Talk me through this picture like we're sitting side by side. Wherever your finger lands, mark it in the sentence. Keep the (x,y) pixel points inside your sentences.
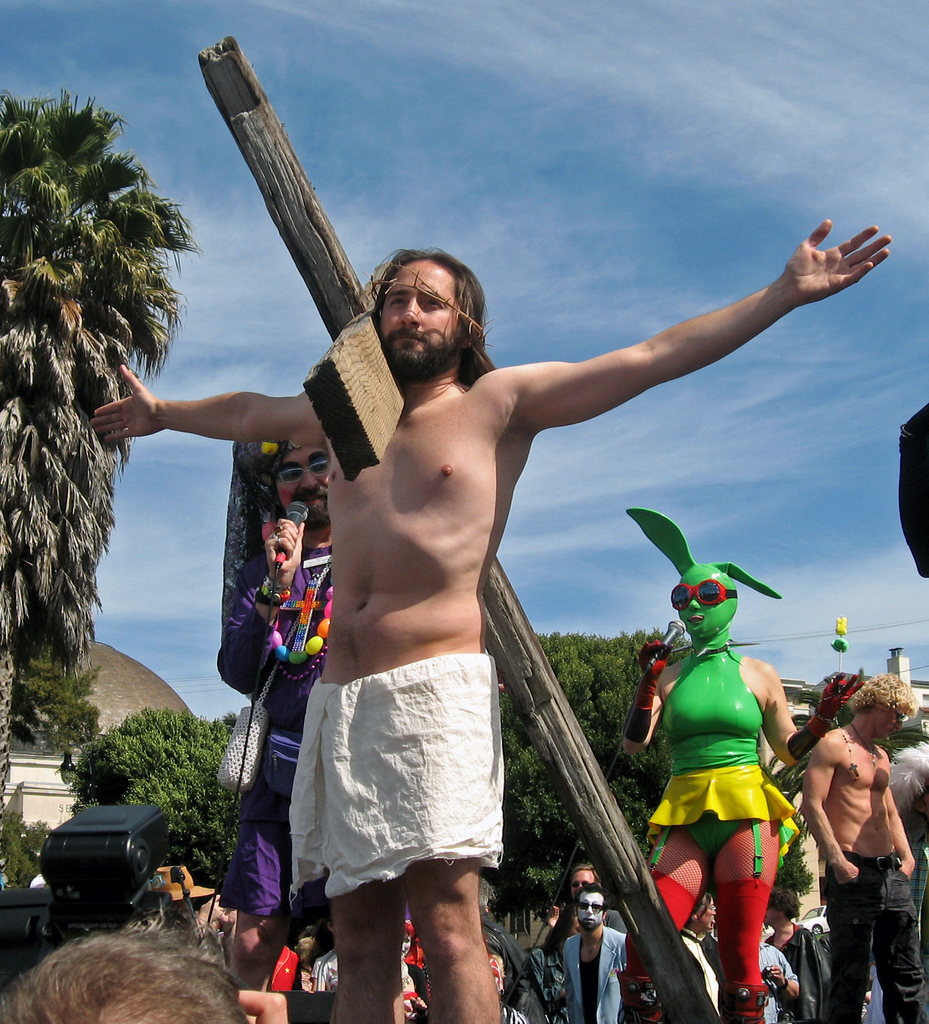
In this picture we can see a group of people (574,1020) standing where a woman (751,937) wore a mask (699,569) and holding a mic (682,624) with her hand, trees (635,641) and in the background (656,617) we can see the sky (663,169) with clouds (685,149).
